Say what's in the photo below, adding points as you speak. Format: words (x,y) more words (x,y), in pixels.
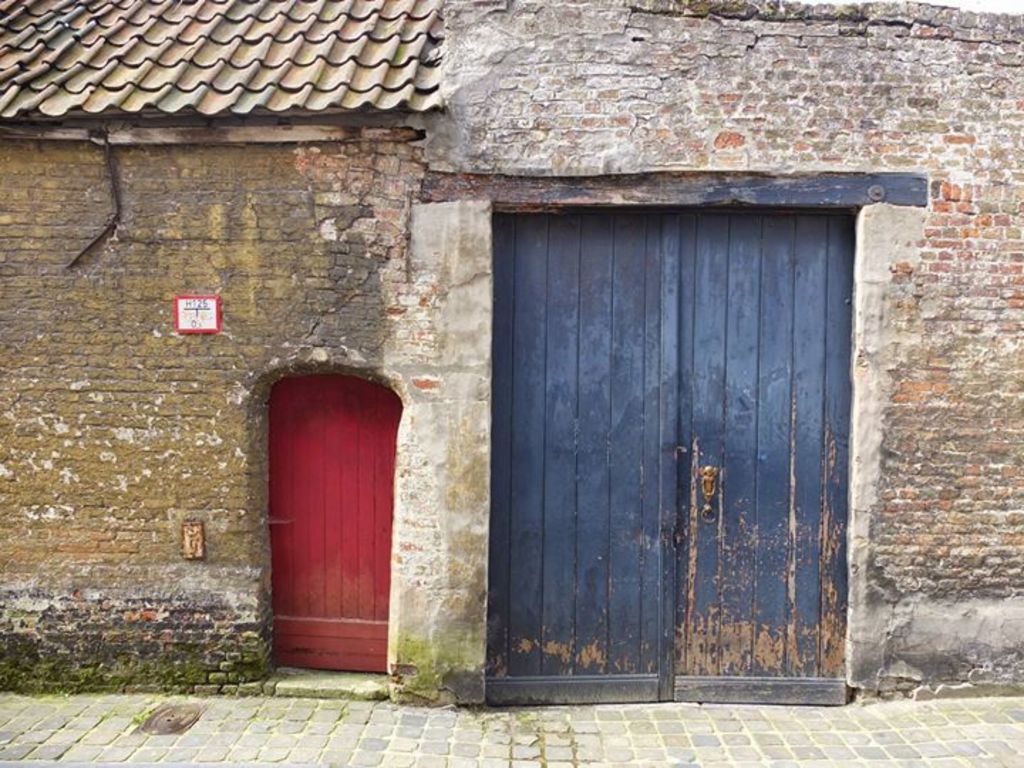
In the image we can see there is a building (427,406) and there are two doors (539,546) on the building (375,383). There is roof (331,62) on the building (315,158).
